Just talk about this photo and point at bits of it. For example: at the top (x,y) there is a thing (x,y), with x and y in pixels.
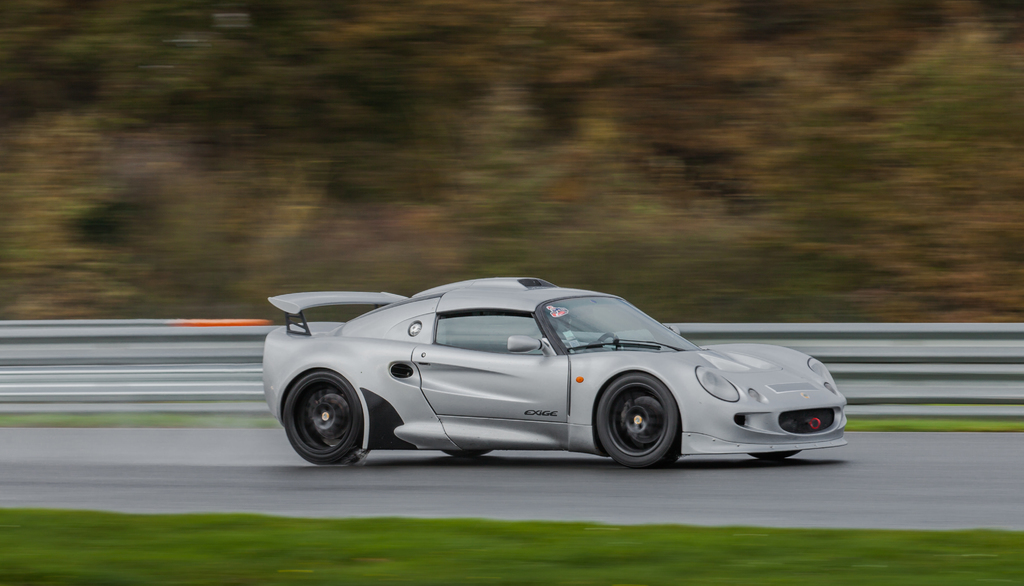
In this image we can see a car (395,420) on the road (160,470).
